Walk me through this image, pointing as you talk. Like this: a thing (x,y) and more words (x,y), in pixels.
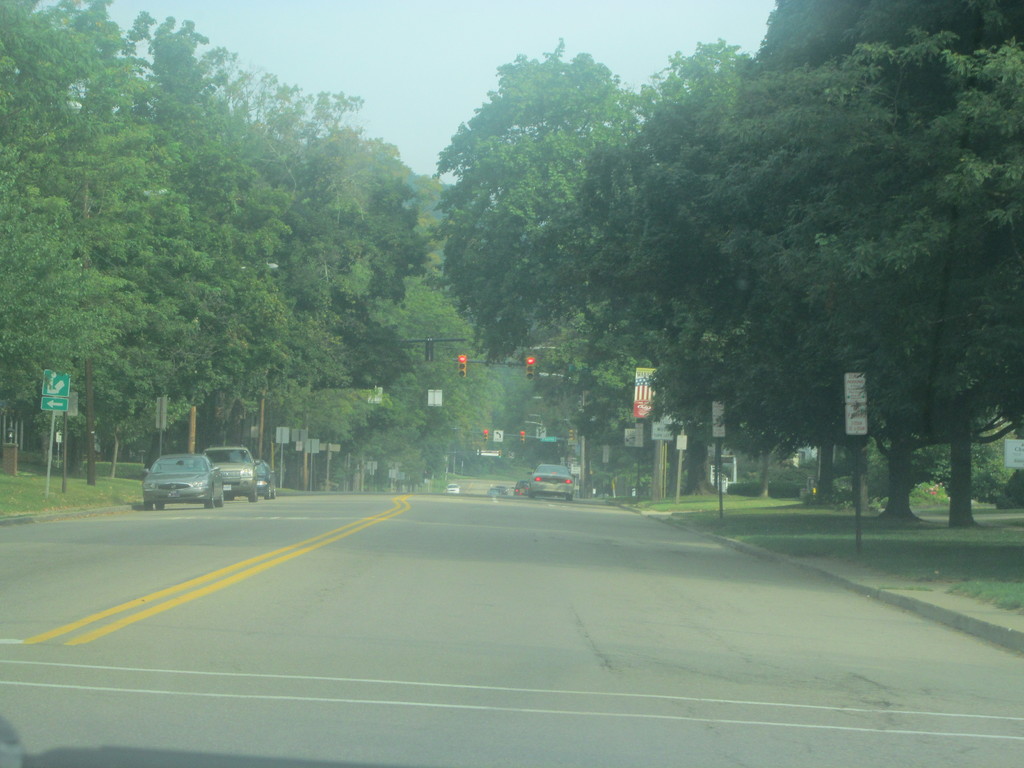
There is a road (329,515) in the foreground area of the image (469,536) and there are vehicles (520,490), poles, posters (633,430), trees (577,350) and sky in the background area (548,387).
